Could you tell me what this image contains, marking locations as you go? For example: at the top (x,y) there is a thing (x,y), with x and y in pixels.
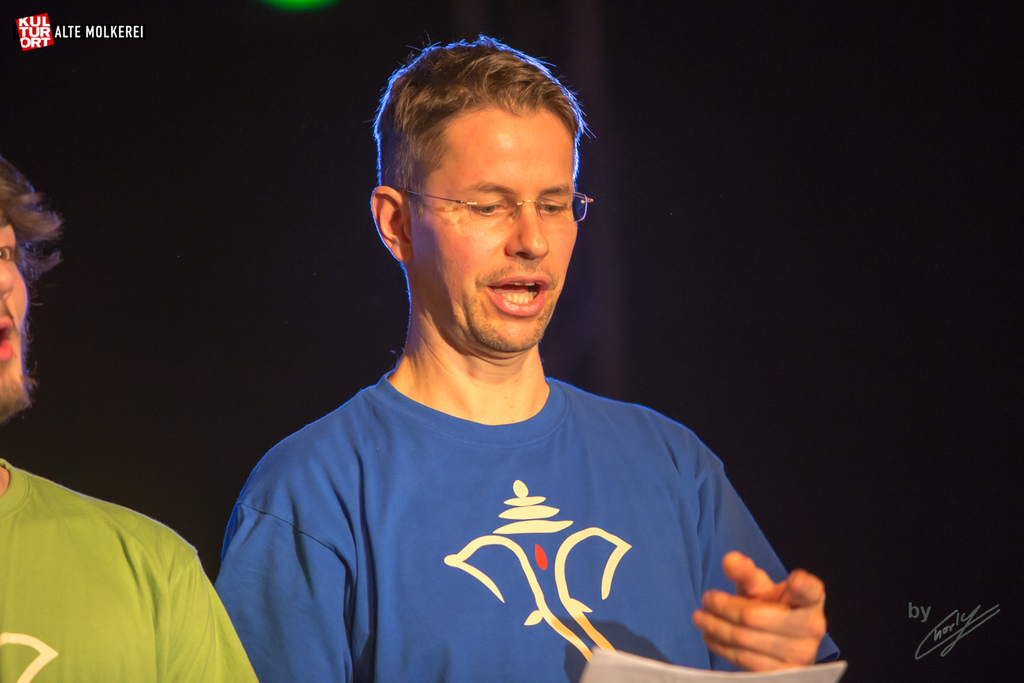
Here we can see two persons (509,334) and he has spectacles (509,210). There is a dark background (216,385).
